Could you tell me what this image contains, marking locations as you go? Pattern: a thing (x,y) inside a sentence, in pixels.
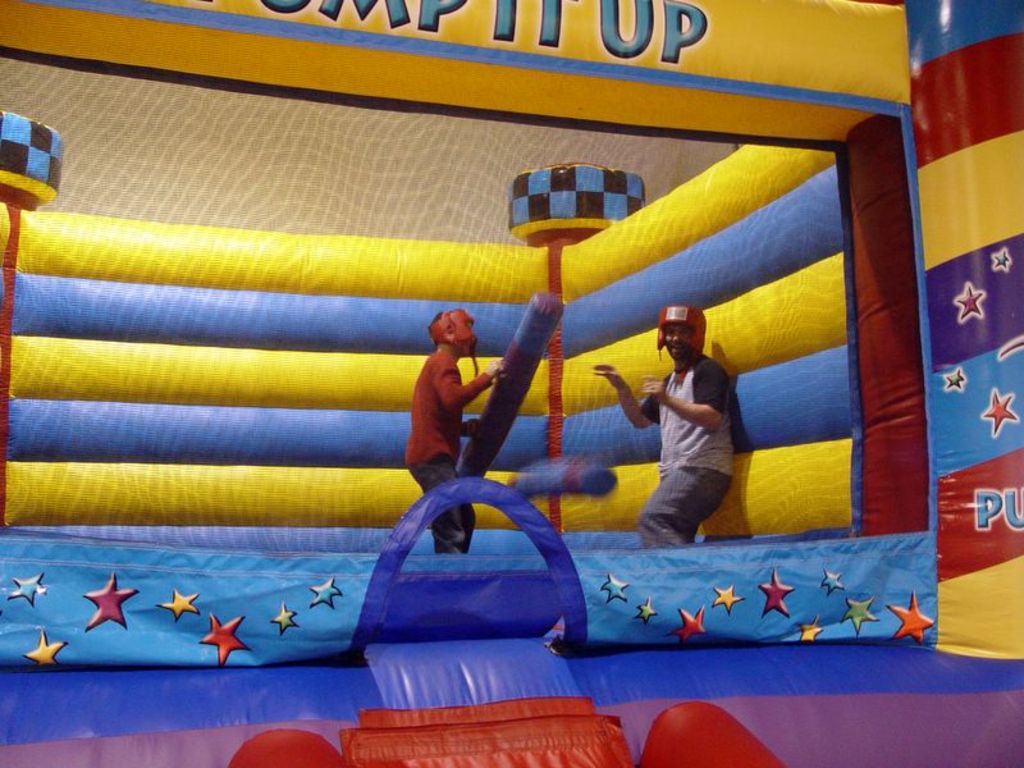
In this image we can see two persons (699,498) are standing on an inflatable object (318,281) and a person (441,453) among them is holding an object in the hands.
